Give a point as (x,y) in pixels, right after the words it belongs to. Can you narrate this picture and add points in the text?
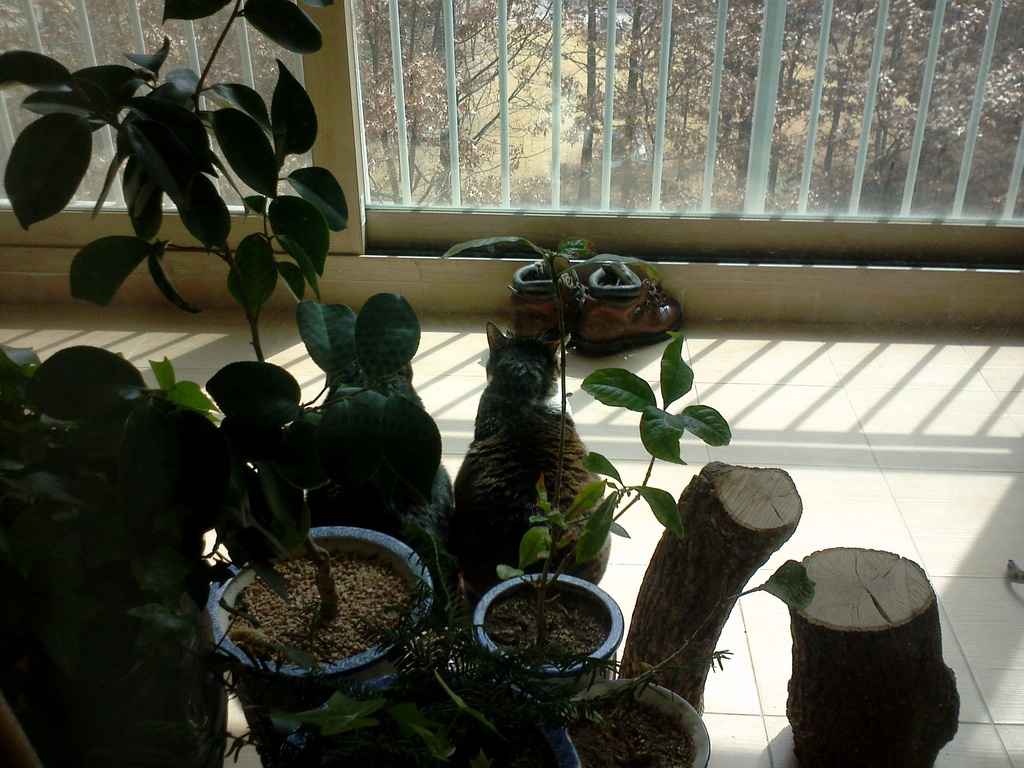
In the picture we can see some house plants (566,722) and near it we can see a tiled floor (181,348) and a wall (387,272) with glass window (478,47) from it we can see some plants (446,128) and trees (499,134).
